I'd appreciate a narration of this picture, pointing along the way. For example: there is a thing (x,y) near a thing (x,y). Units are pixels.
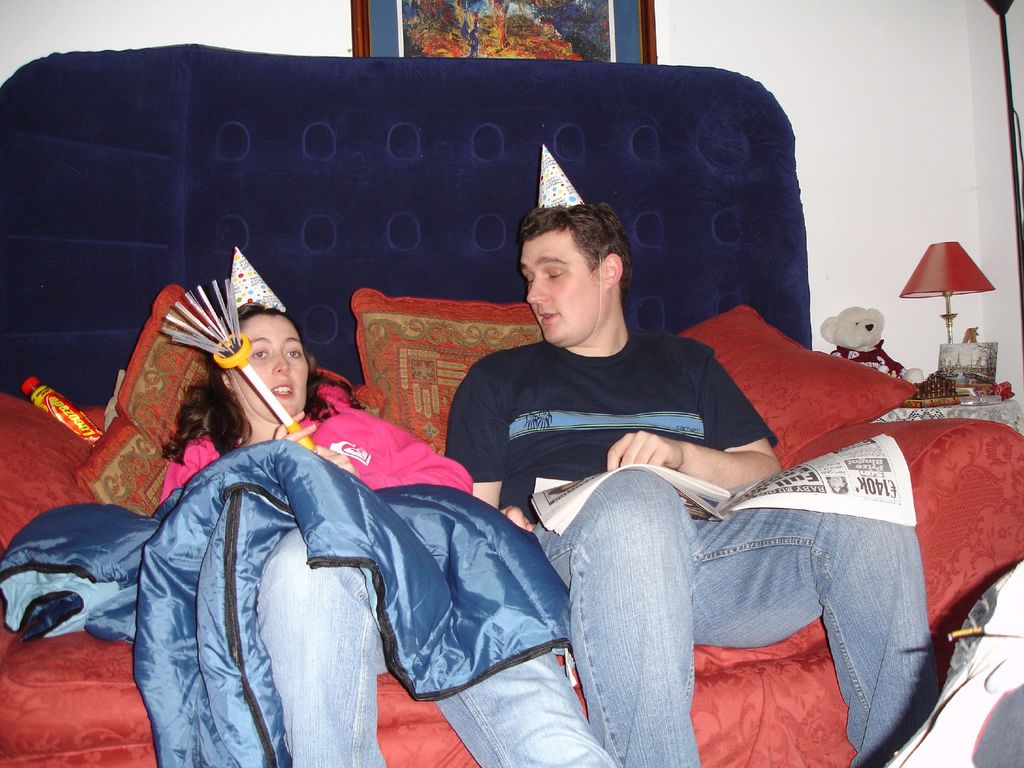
In this image, there are two persons (594,420) wearing caps (253,283) and sitting on the sofa (30,671). There is a lamp (957,279) on the right side of the image (941,287). There is a photo frame (514,37) at the top of the image (525,50).
